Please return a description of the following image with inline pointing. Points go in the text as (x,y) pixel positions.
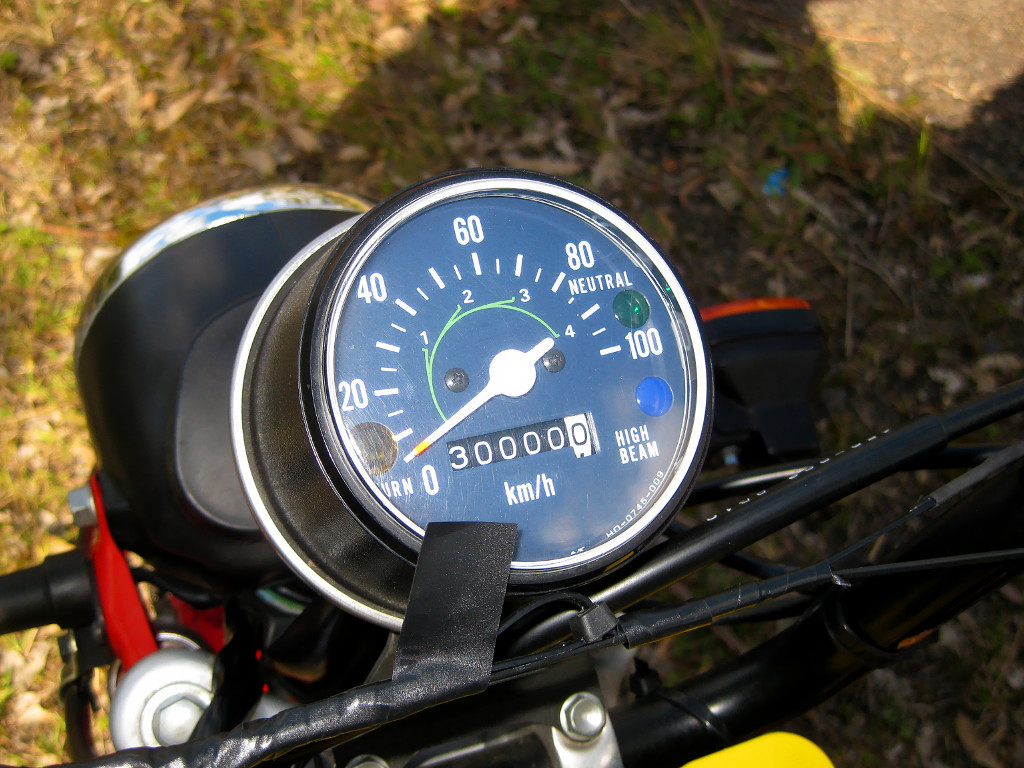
This picture looks like a motorcycle (192,275) and I can see odometer (394,216) and I can see grass (431,97) on the ground (460,94).
